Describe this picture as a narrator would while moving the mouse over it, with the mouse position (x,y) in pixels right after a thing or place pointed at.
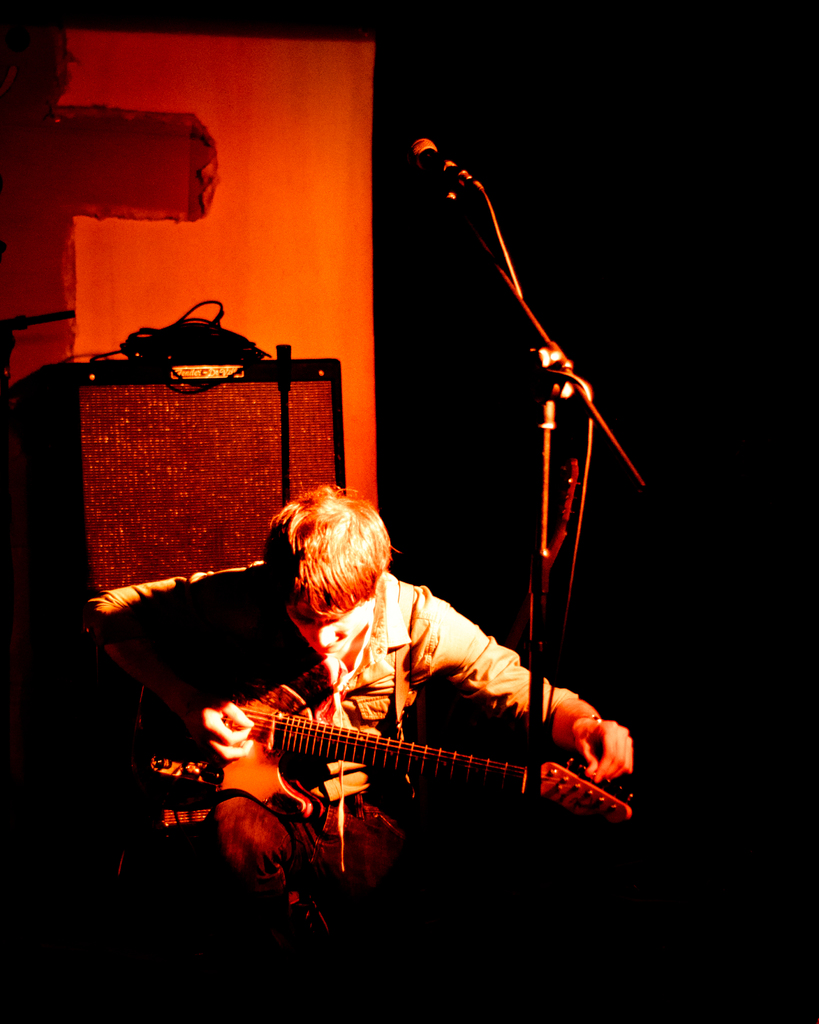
In this picture we can see a man (410,625) sitting and playing a guitar (570,776). This is a mike (531,600). Background (668,258) is dark. This is a device (163,517).
